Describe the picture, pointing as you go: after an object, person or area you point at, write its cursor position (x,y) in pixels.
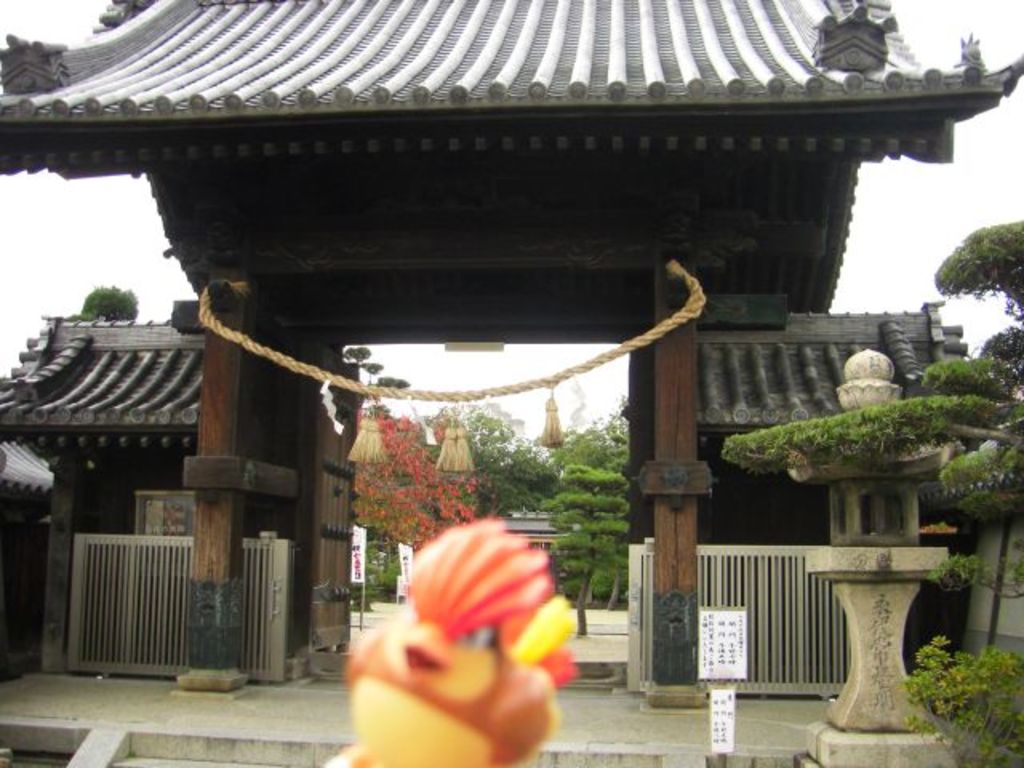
In this image I can see the toy (508,664) which is in yellow and red color. In the back (488,312) I can see the arch (325,349) and there is a rope (442,396) to it. In the back (497,503) there are many trees (474,516) and some flowers (382,483) to it. the flowers (359,488) are in red color. And I can also see the white color sky (60,264) in the background (58,228).
